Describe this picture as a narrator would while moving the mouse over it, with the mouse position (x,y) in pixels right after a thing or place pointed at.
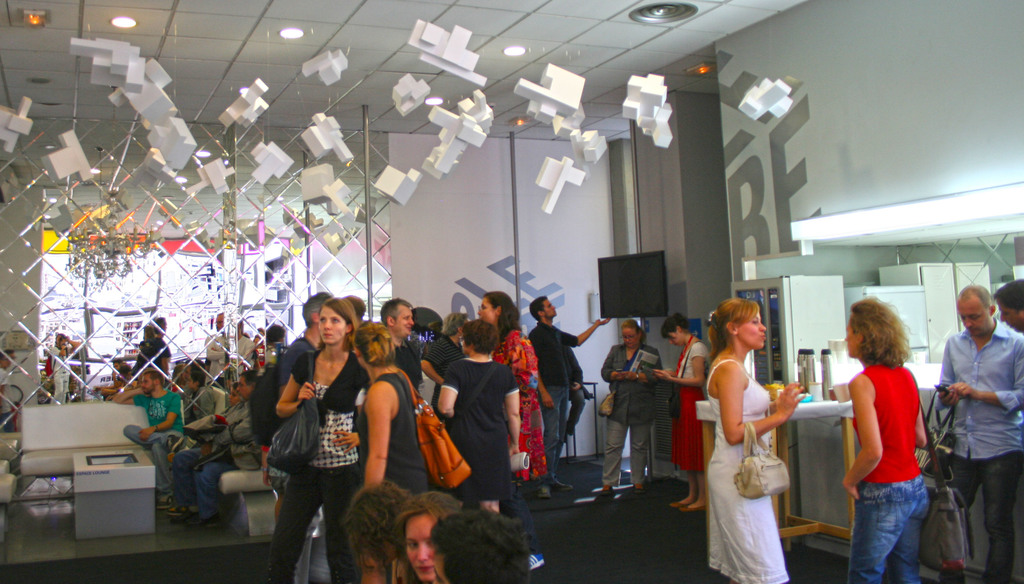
In this image I can see many people (614,459) in a room (667,464). There is a white couch (81,437) at the back (74,434). There is a screen (644,303) at the back (634,283) and white objects (791,103) are hanging and there are lights (285,34) at the top (294,34).
